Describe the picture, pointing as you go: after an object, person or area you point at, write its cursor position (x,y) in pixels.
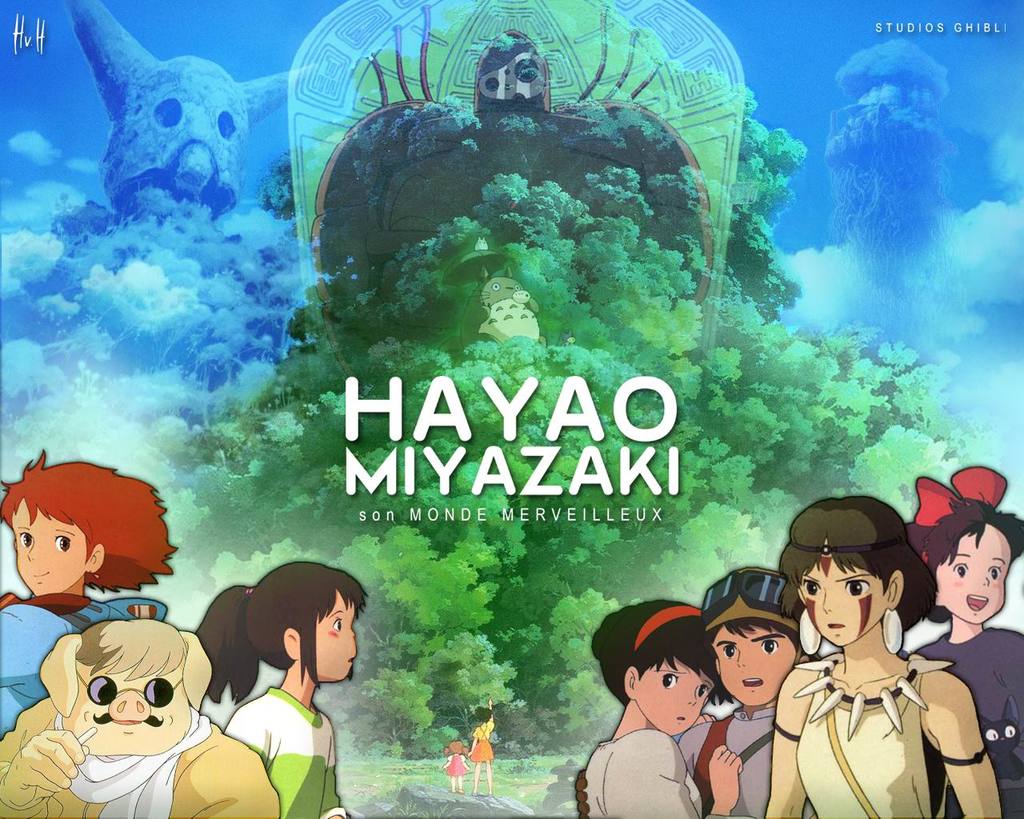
This image is a cartoon. In the center of the image (674,477) we can see text (576,487). On the right (719,784) and left side of the image (318,789) we can see persons (629,691). In the background (417,663) we can see persons (479,762), grass (507,775), stones (469,791), trees (474,379), sky (806,173) and clouds (820,292).
